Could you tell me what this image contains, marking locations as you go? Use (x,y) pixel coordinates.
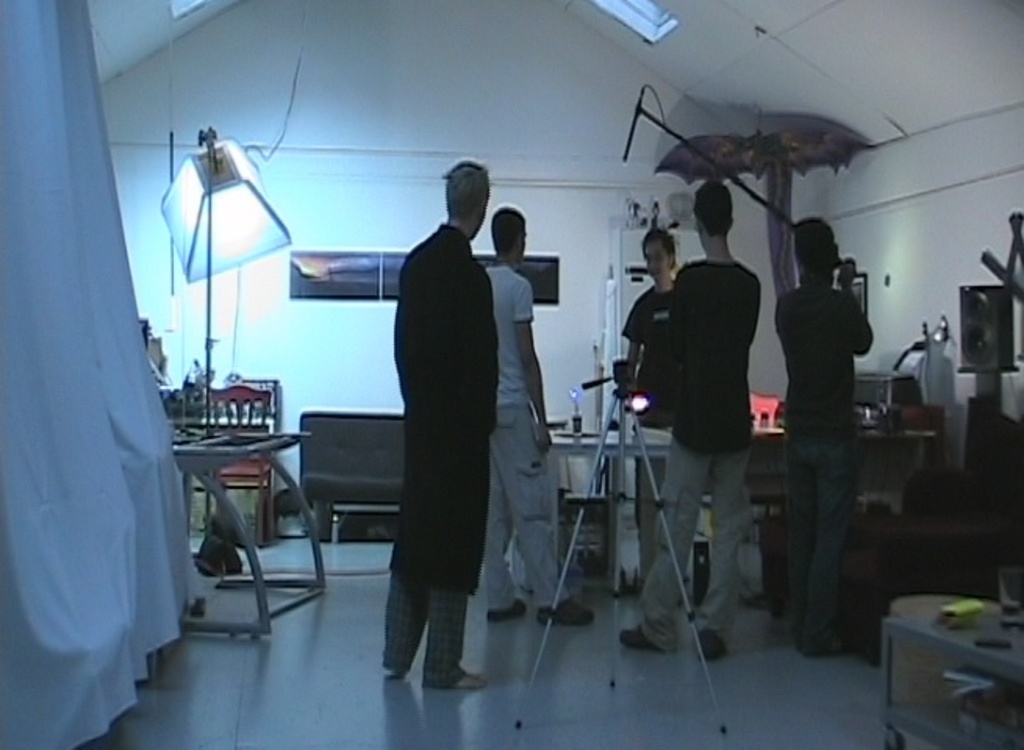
The image is taken in a room (765,43). In the center of the picture (458,408) there are people (496,328), stands (612,450), table (569,439), mic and other objects (750,167). On the left (69,404) there are chair (216,421), tables (219,442), curtain (30,639), light (223,215), cable (237,312) and other objects (175,410). On the right (991,646) there are tables (993,621) and other objects (978,511). In the center of the background (382,434) there are frames (358,279) and a couch (366,457).
